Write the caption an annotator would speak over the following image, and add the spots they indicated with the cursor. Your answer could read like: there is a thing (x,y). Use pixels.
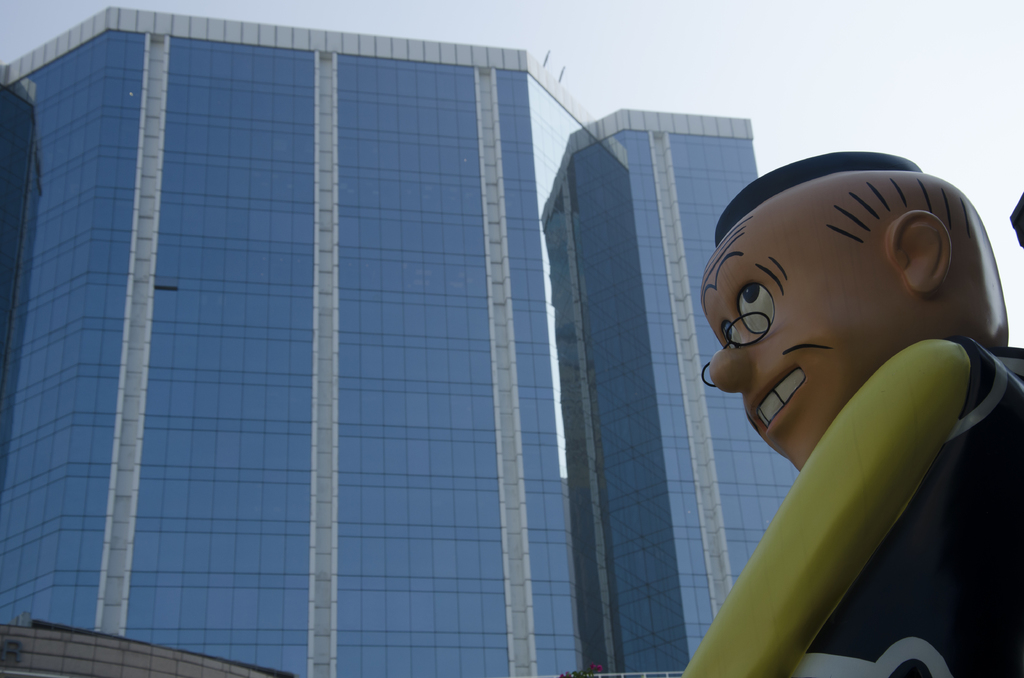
In this image I can see the statue (921,499) of the person (890,547). It is in black and green color. In the back (225,411) I can see the blue color building (411,282) and the white sky (690,69).
